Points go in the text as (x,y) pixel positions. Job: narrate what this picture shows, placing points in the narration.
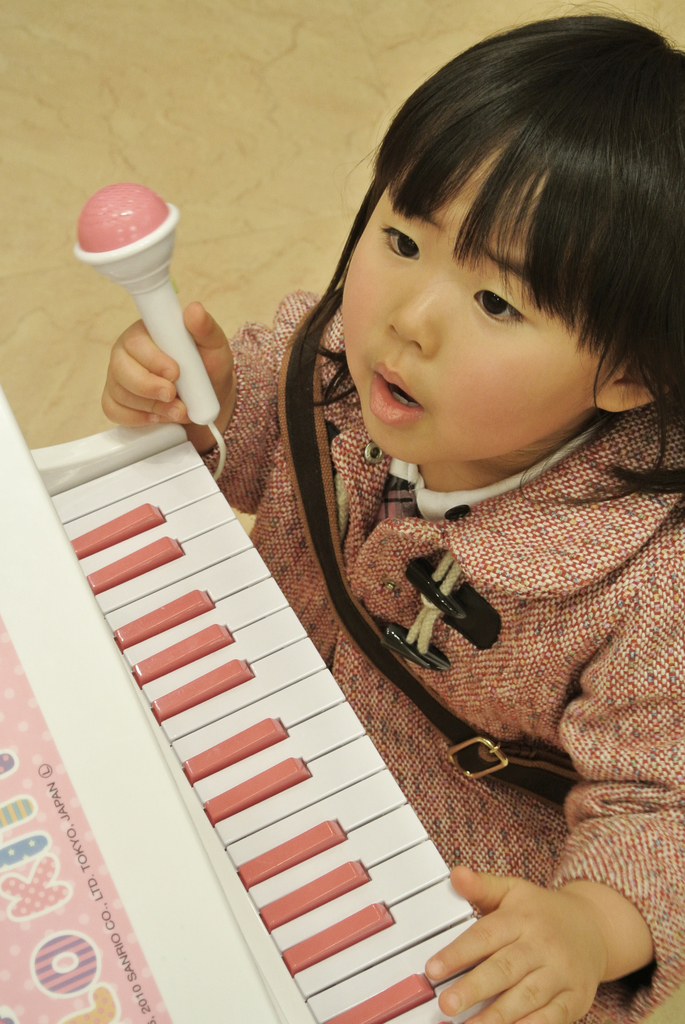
A girl (494,505) is sitting with the pink color dress (594,642). She is holding a toy mic (181,357) in her right hand (221,406). And she is playing piano (175,786).
